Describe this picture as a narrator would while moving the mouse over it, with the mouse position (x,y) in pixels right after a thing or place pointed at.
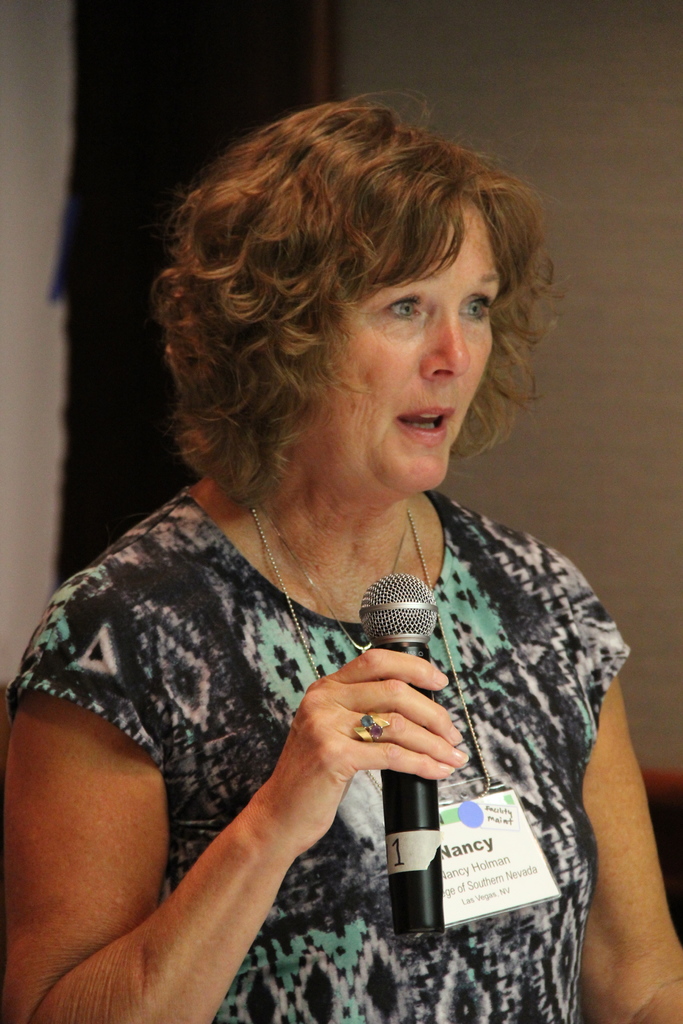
In this image there is a lady (256,529) standing and holding a mic (400,918) in her hand (321,683). In the background (565,25) there is a wall (549,5).
